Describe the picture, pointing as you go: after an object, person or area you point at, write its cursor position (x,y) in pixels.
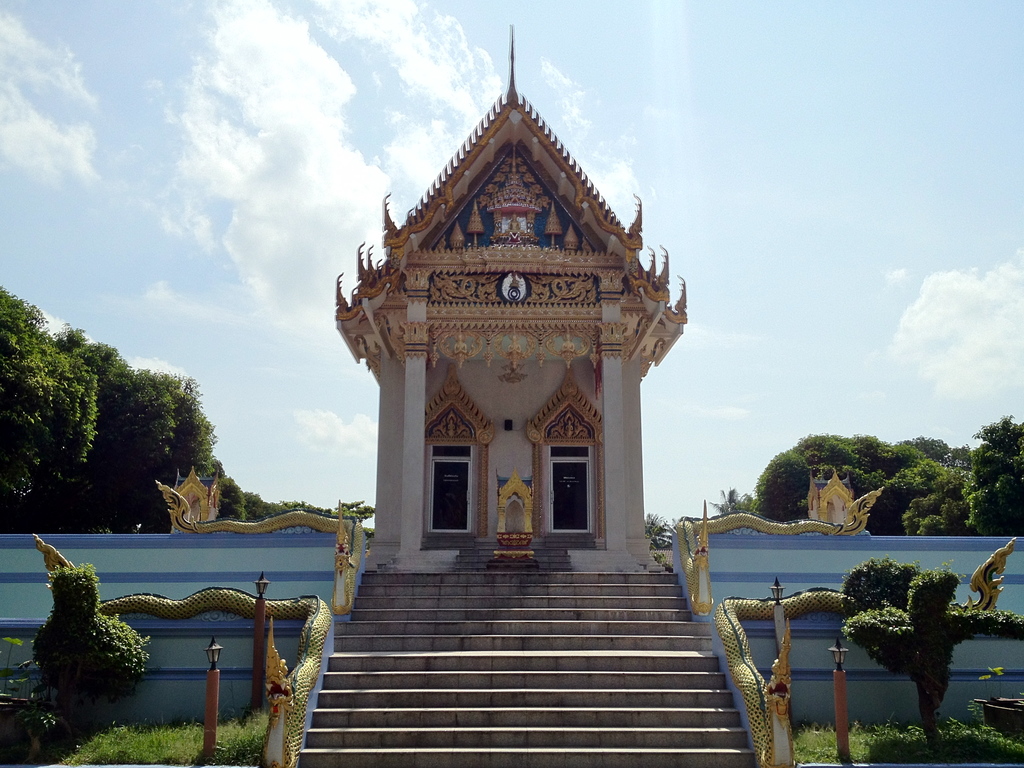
In the foreground of the picture there are plants (915,597), grass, staircase (575,566) and a construction (377,507). In the background (43,475) there are trees (927,444). Sky (202,363) is sunny.
